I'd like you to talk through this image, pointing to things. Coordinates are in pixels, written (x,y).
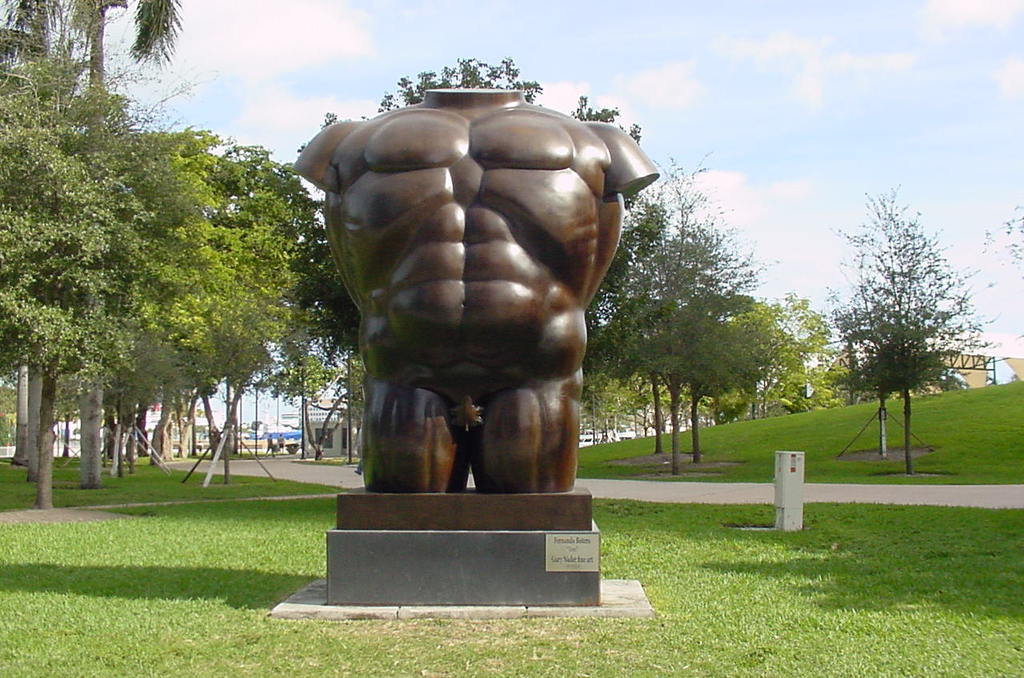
In this image there is a statue (431,402) on the surface (786,546) of the grass (786,546). In the background (695,386) there are trees (151,361), buildings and a sky (415,12).
